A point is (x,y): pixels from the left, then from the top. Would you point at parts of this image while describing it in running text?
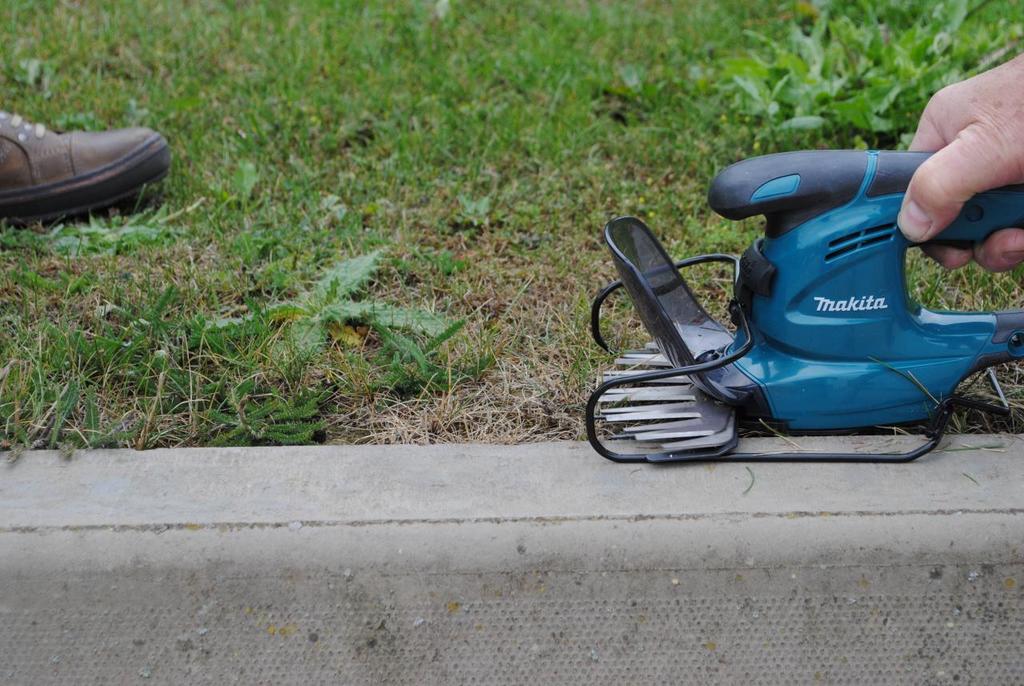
In this image I can see on the right side (945,93) a human hand (970,166) is holding the machine (854,348). At the top (635,112) there is the grass (638,112), on the left side (23,217) there is the shoe (114,196).
